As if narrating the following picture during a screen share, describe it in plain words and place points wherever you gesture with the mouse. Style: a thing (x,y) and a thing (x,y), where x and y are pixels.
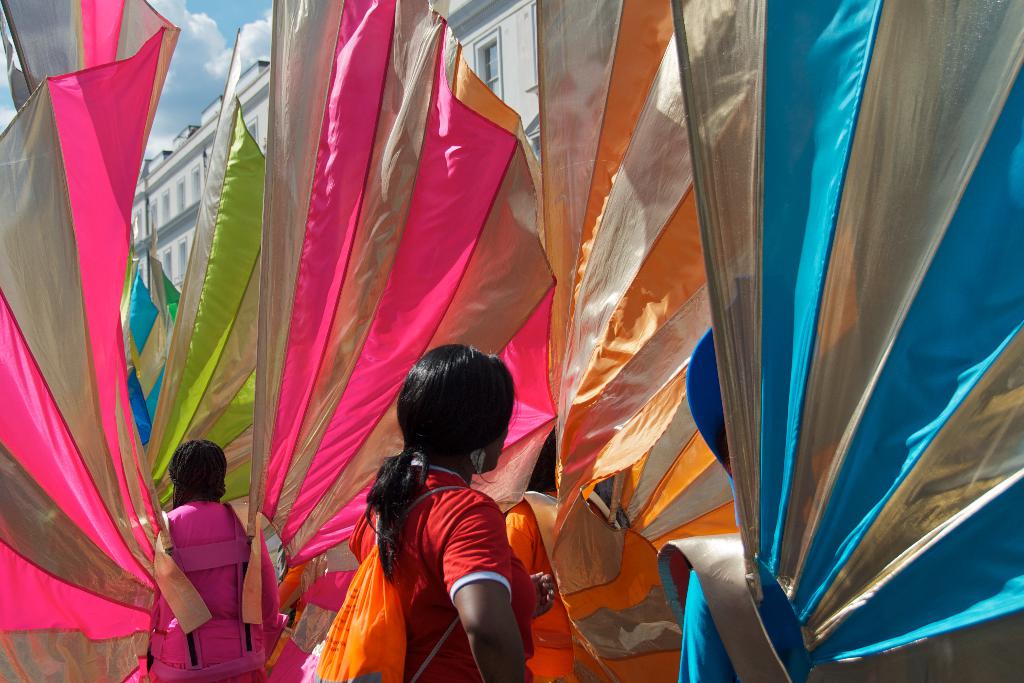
In this image there are people (217,557) standing wearing big wings (572,481) and other girl (460,444) wearing backpack (396,680), beside them there is a building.
